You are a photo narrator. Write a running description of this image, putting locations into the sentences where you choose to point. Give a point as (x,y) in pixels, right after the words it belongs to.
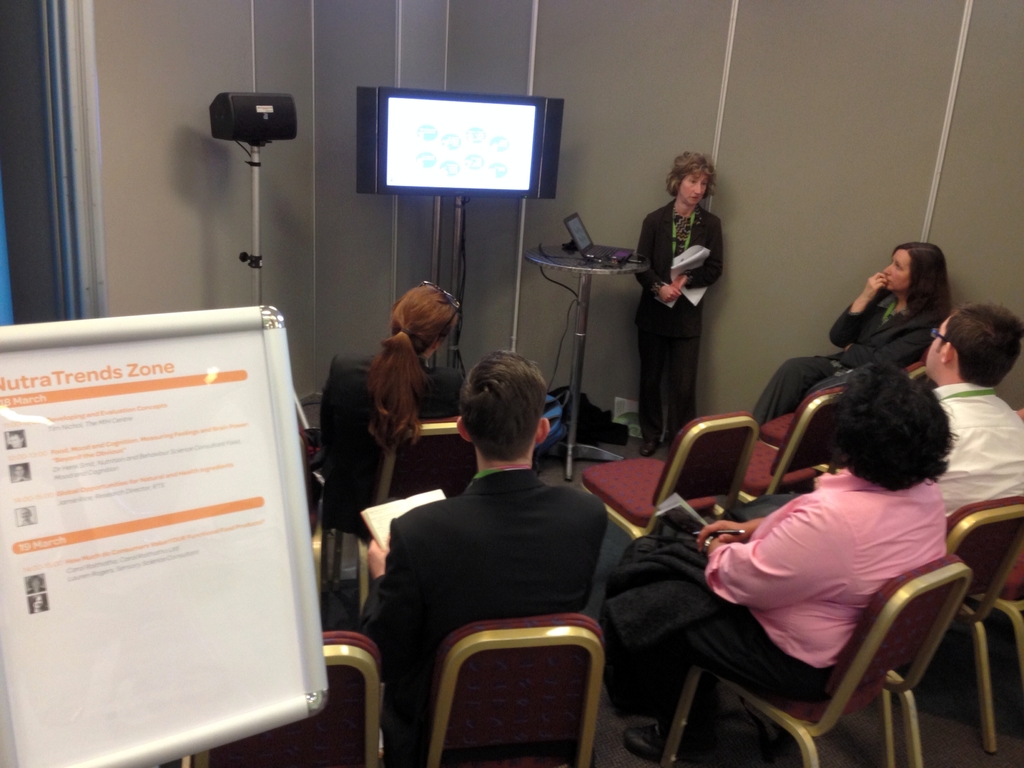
This is a view inside the room (152,124). On the left side of the image (108,511) there is a board (227,607). In this room (792,530) few people (890,370) are sitting on the chairs (424,443) and looking at the screen (430,184) which is at one corner of the room (606,202). Beside the screen (509,144) there is a person (659,237) standing and holding some papers (679,261) in hands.
